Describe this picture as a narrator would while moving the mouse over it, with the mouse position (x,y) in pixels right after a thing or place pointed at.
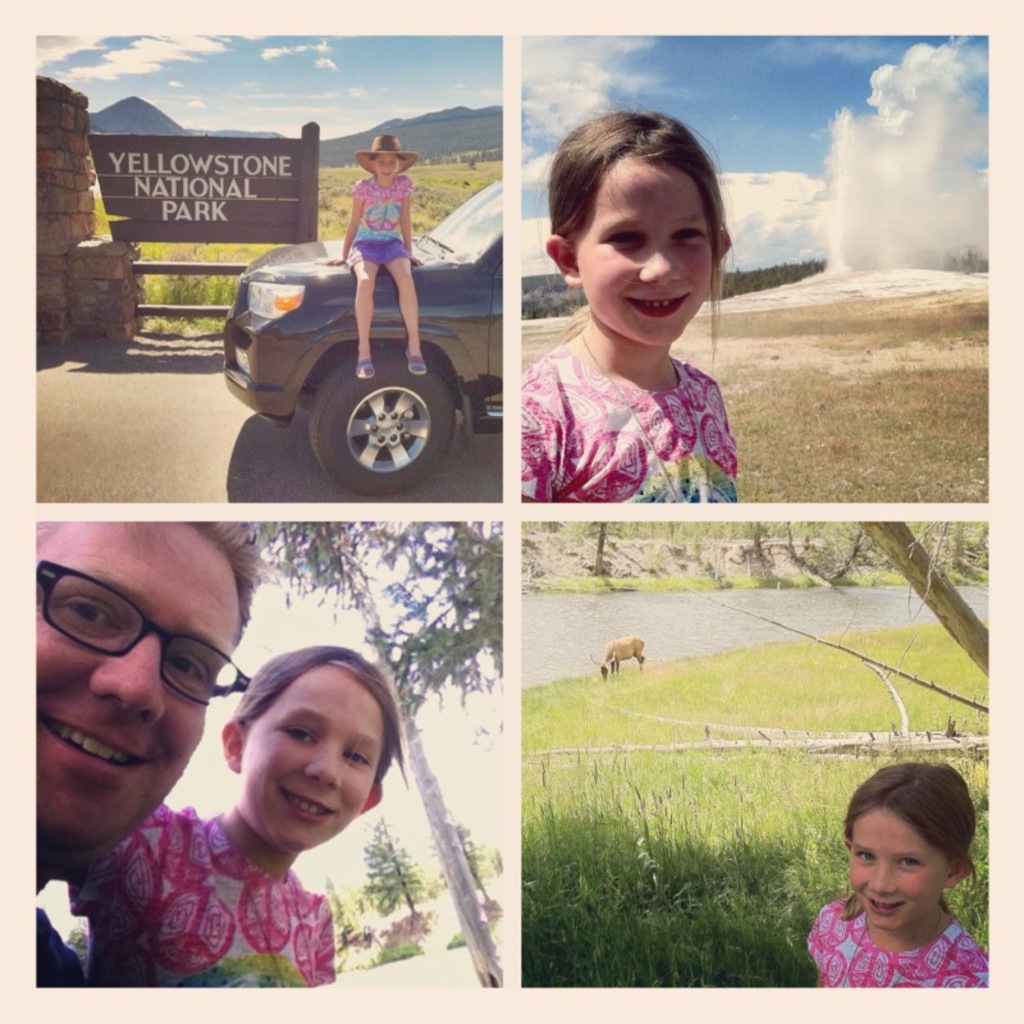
This picture is an edited picture. In the top left (154,141) there is a girl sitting on the car (403,397) and at the back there are mountains (330,163) and at the top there is sky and there are clouds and there is a board (296,175) and there is a text (183,184) on the board (173,146). In the top right (706,179) there is a girl (650,356) standing and smiling and at the back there are trees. In the bottom left (183,864) there are two persons (293,903) smiling and at the back (428,701) there are trees (465,895). In the bottom right (929,912) there is a girl (931,870) standing and smiling and at the back (753,595) there are trees (975,642) and there is water (657,651) and there is an animal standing on the grass (634,837).
